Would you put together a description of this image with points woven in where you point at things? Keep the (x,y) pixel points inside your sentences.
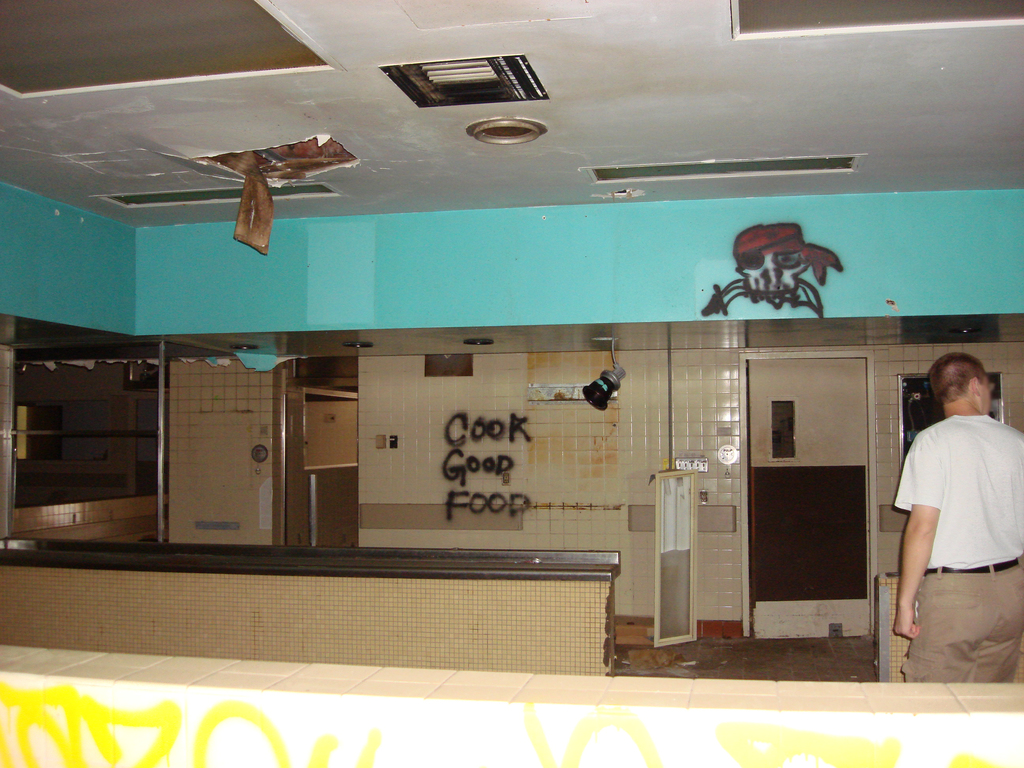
At the bottom of the picture (369,737), we see a wall (434,737) in white color with some text (253,706) written in yellow color. On the right side (897,498), we see a man (925,616) in the white T-shirt (974,505) is standing. Beside him, we see a wall (886,399) on which a black color board (919,422) is placed. Beside that, we see a door (850,487). On the left side (154,532), we see a wall (178,460) and the rods (162,449). We see a wall (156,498) on which the tiles (178,491) are placed. In the background (564,399), we see a wall (533,408) with some text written on it. We see a black color object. At the top (436,245), we see the ceiling (407,108) of the room (429,233) in white and blue color.
